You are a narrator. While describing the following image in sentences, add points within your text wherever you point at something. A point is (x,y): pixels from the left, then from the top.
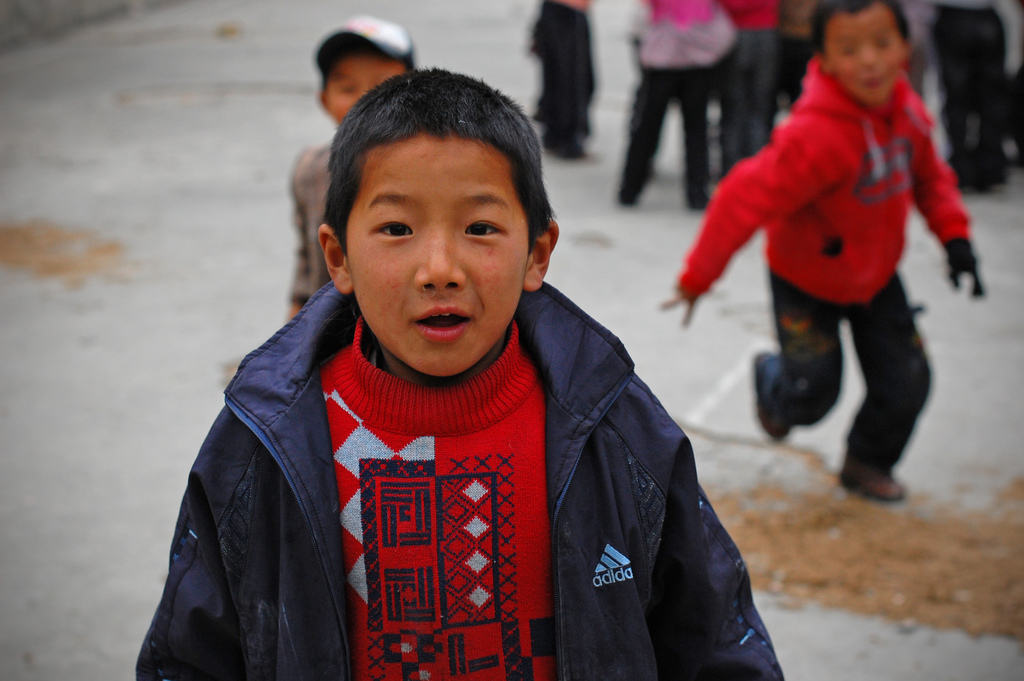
In the center of the image (394,248) we can see a child (432,500). On the backside (779,393) we can see a group of people (714,240) standing on the ground (696,238). We can also see some sand (853,558) on the ground (804,496).
